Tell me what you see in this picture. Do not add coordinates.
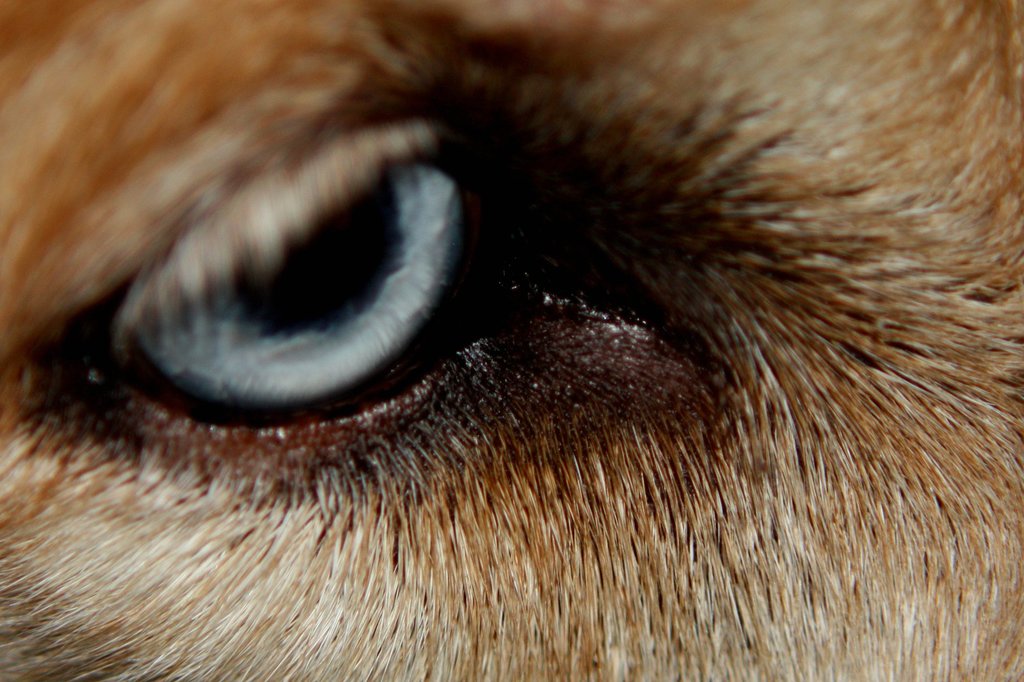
In this picture I can see an animal eye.
